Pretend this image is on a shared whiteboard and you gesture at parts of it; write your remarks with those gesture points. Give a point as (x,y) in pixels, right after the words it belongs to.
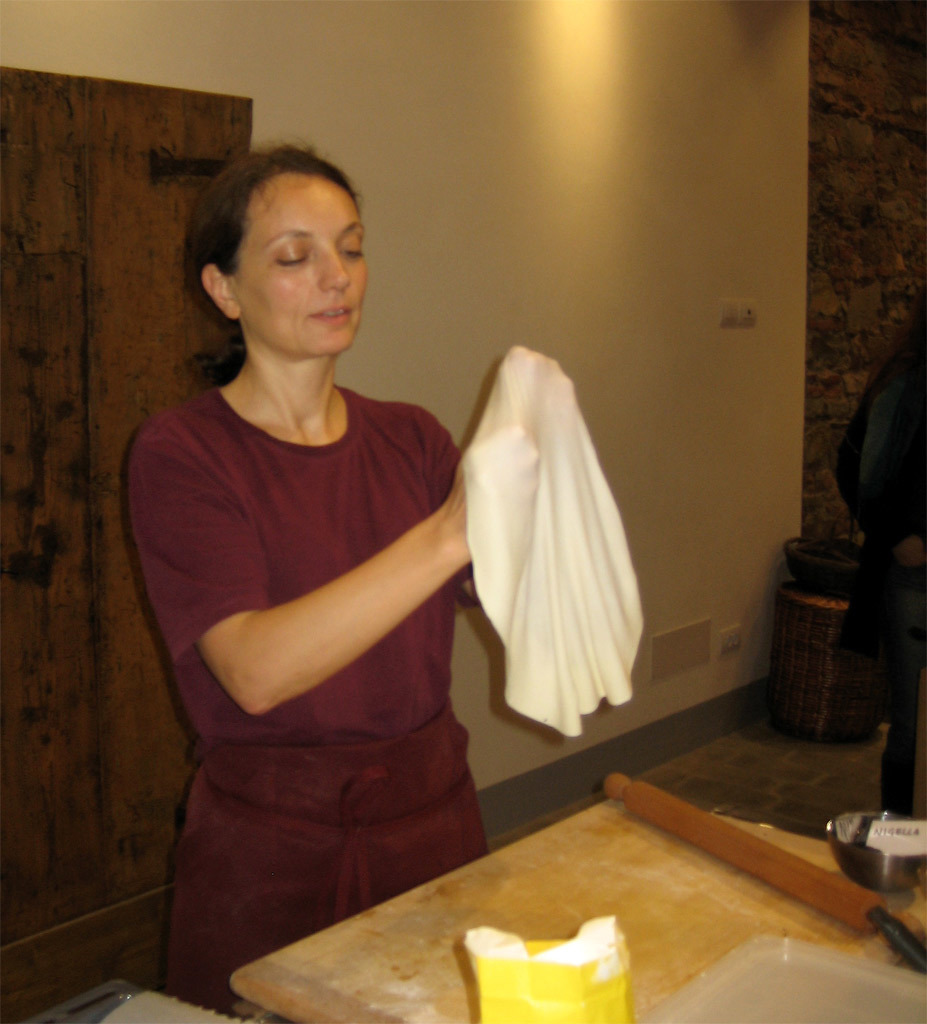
In this picture we can see a woman (342,858) standing and holding a flattened dough (564,498) in her hands (540,404). In front of her we can see a wooden surface (257,963) and flour packet (491,1002).
